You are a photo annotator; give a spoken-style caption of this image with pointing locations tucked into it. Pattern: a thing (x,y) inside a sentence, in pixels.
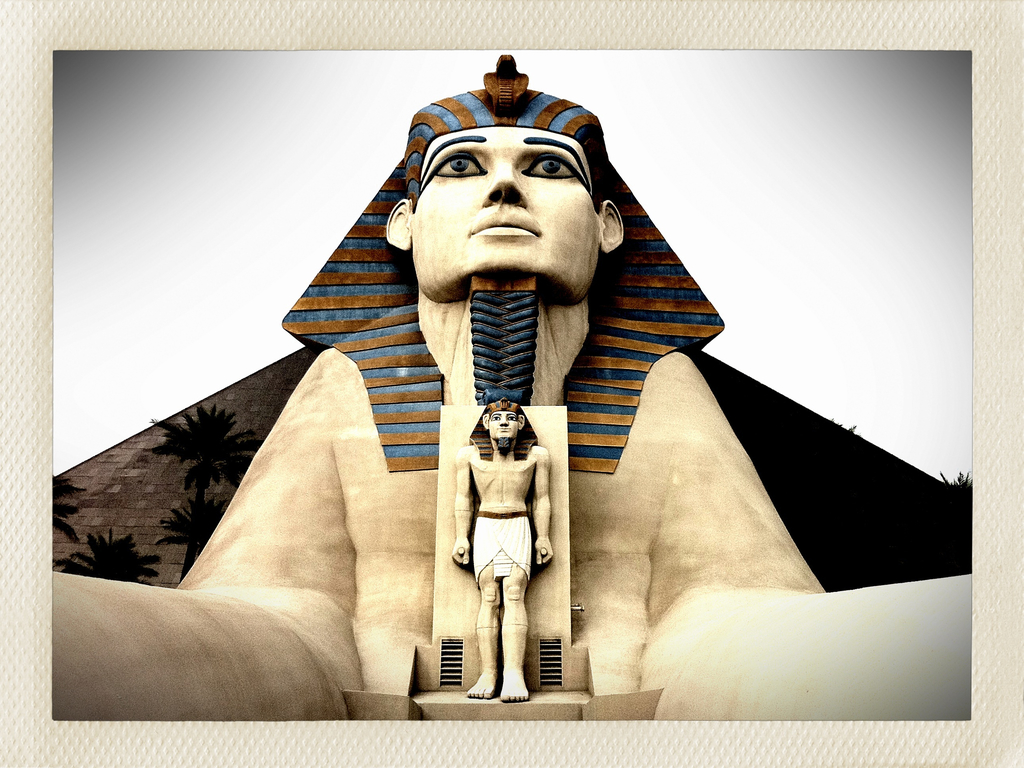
In this picture we can see statues of people (483,307) and we can see trees (192,438). In the background of the image (421,107) we can see sky (784,271).
